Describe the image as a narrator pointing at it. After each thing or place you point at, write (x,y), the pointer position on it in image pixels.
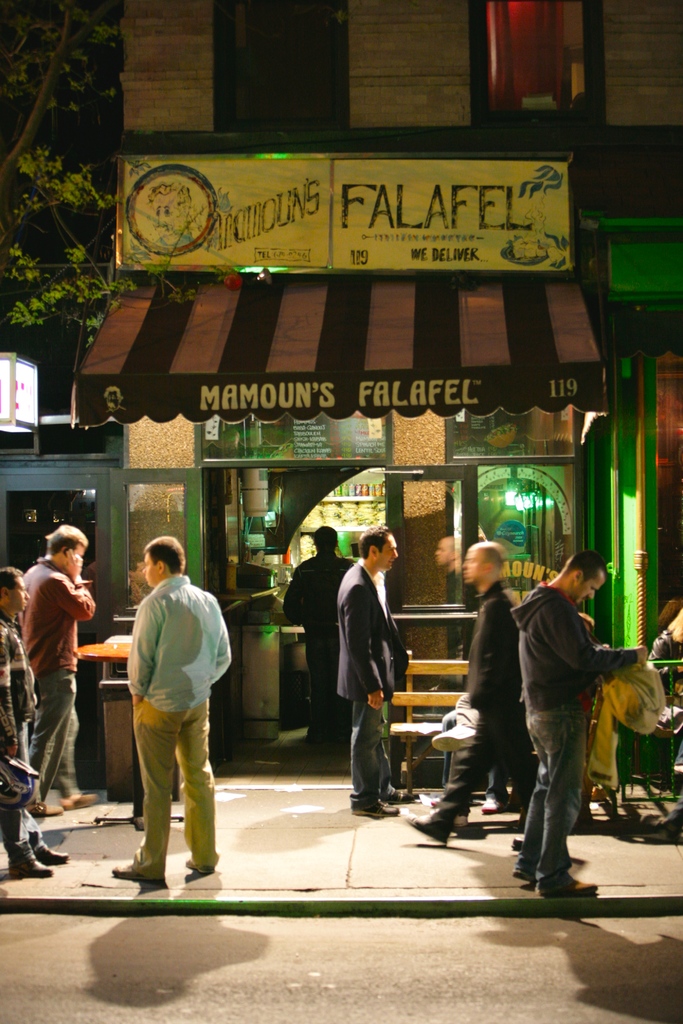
In this image we can see a few people (315,575), there is a shop (344,393), bench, there is a building (365,95), windows (222,87), lights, also we can see a tree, and board (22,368) with some text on it.
